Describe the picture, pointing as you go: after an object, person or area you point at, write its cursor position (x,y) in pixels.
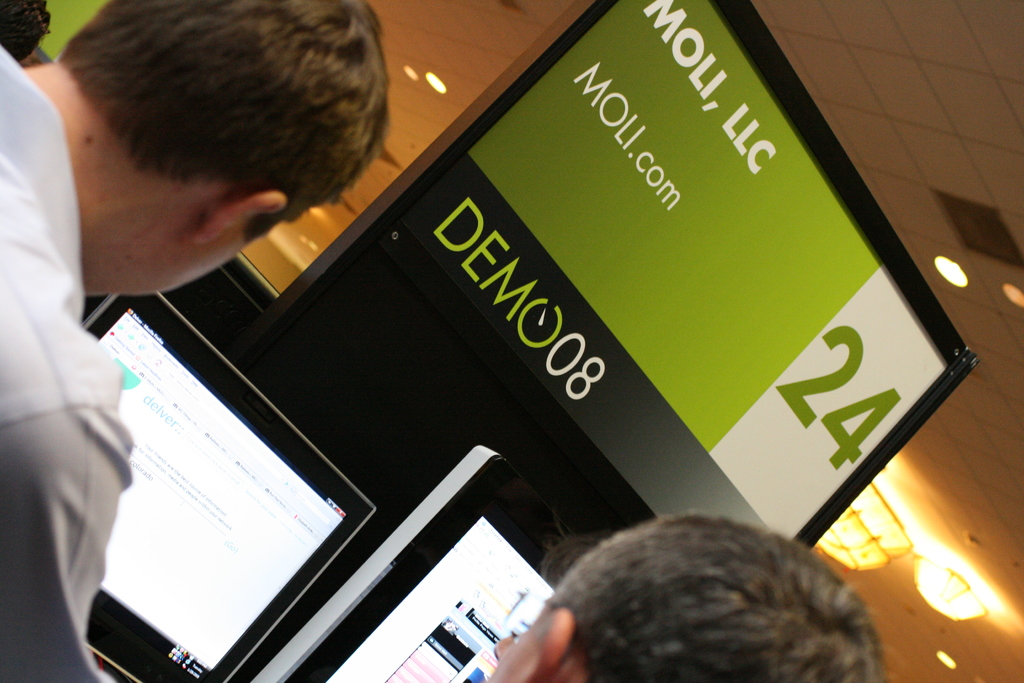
There are people (663,662). In front of them there are computers (399,569). Also there is a board (583,198) with something written. Also there are lights (431,81) on the ceiling (961,480).
